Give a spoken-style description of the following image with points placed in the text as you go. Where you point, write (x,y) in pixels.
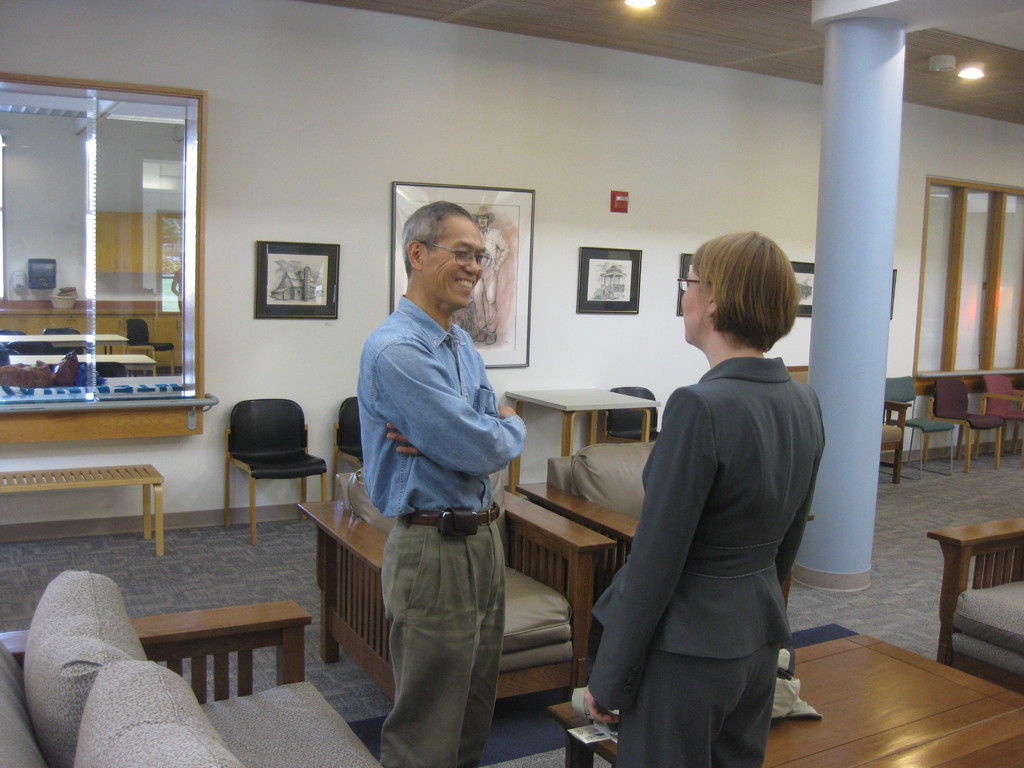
The picture shows a man (417,430) and a woman (729,506) standing in front of each other and talking. Both of them are wearing spectacles (468,262). Beside them there is a sofa (171,708). In the background (281,456), there are some chairs (292,429) and photographs (295,265) attached to the wall (343,175) here.
